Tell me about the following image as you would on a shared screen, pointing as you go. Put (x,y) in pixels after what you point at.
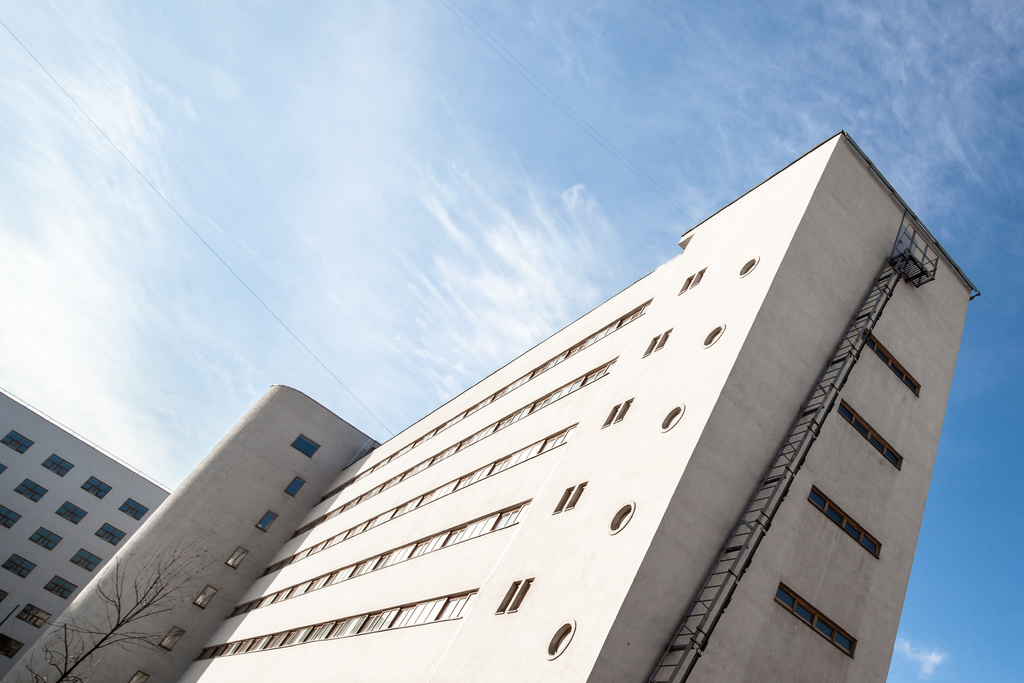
In this image we can see buildings (435,511), a ladder (667,648) attached to the building (789,417), a tree (64,679) near the building (195,602) and the sky (470,117) with clouds (930,103) in the background (756,95).
